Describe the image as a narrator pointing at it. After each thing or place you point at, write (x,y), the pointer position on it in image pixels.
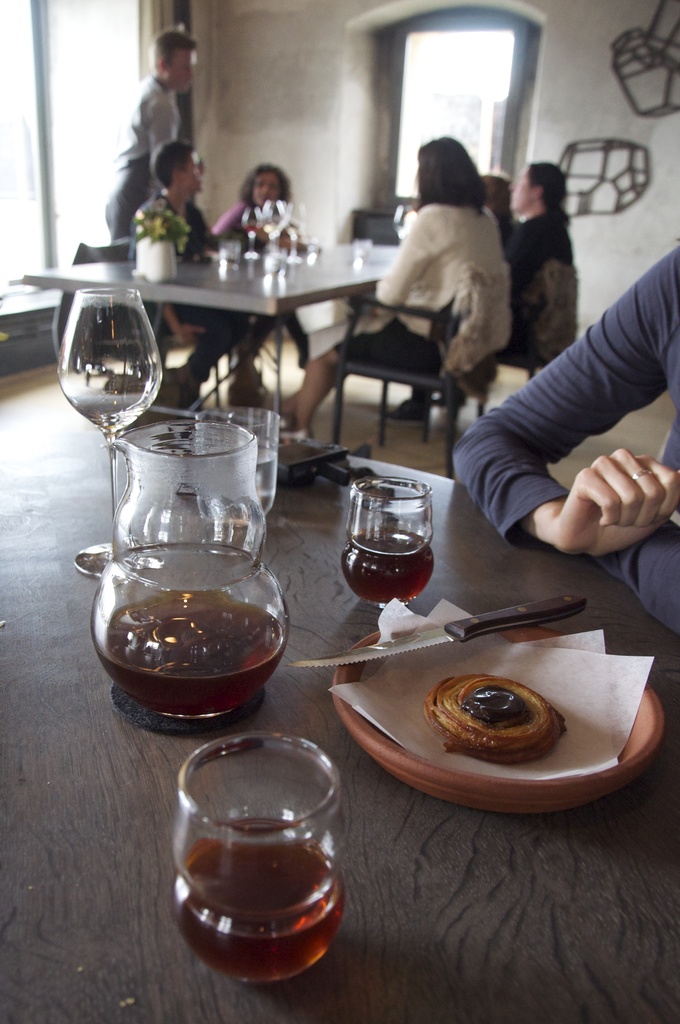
In this picture we can see some persons (192,170) sitting on chair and one (116,199) is standing and here on table (320,719) we can see glasses (316,768), plate (385,716), knife (374,652), some food (451,690), jar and in background (205,126) we can see wall (301,140), door (453,107).
